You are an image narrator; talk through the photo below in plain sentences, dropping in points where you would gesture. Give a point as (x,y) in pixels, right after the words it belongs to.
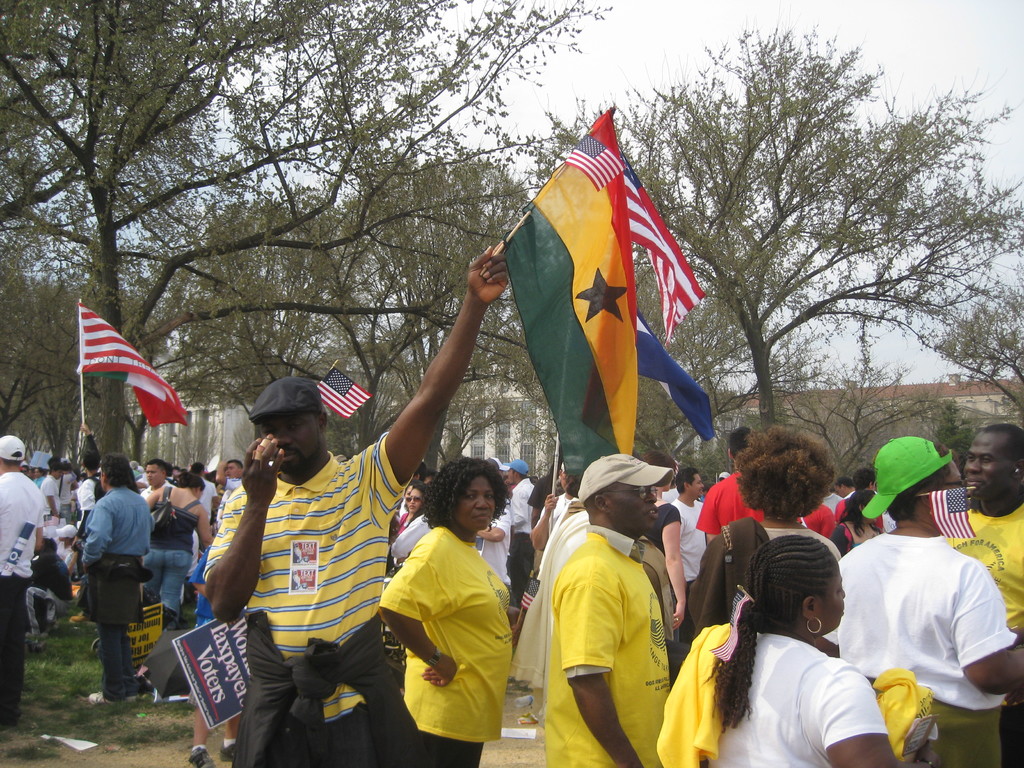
This image is taken outdoors. At the top of the image (679,29) there is a sky (969,51) with clouds (994,114). In the background (379,349) there are many trees (110,392) and plants (242,367) and there is a building (169,442). At the bottom of the image (70,725) there is a ground (38,706) with grass (126,730) on it. In the middle of the image (454,374) many people (379,635) are standing on the ground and they are holding flags (104,360) in their hands (486,283) and a few are holding boards (228,650) with text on them.
